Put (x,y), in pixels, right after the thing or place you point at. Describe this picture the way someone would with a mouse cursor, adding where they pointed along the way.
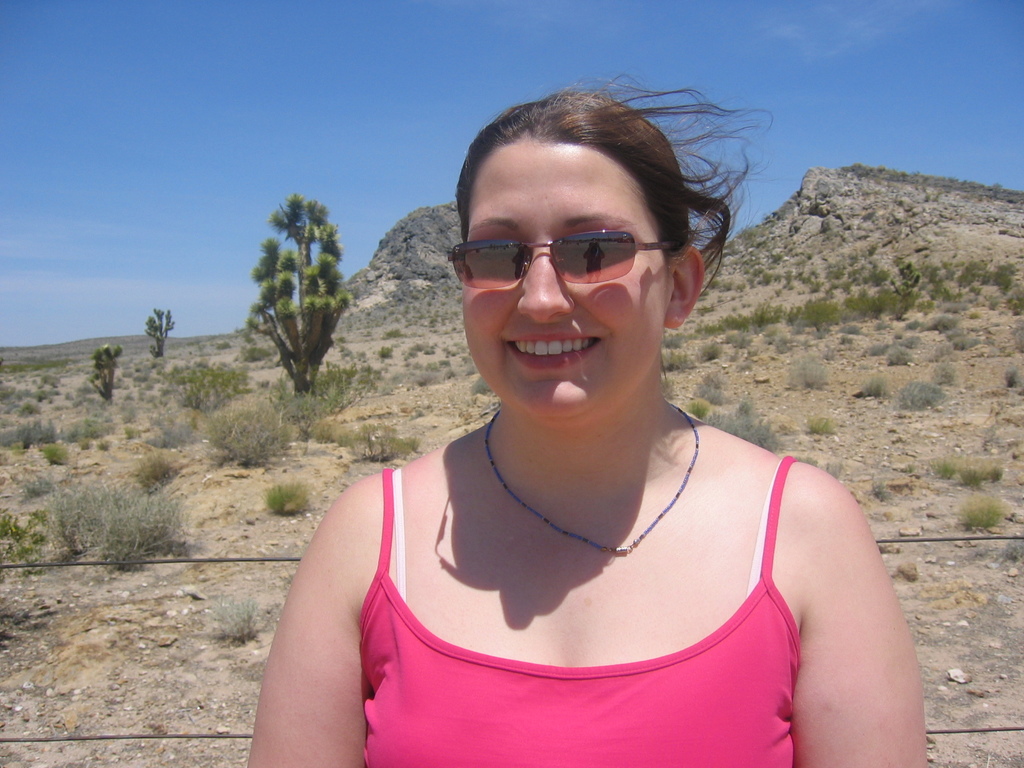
In the picture I can see a woman (724,438) and there is a smile on her face (637,367). I can see a chain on her neck (540,450) and goggles (594,271) on her eyes (600,240). It is looking like a metal wire fencing (186,736). In the background (280,216), I can see the hills (453,325) and trees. I can see the stones (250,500) on the ground (210,505). There are clouds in the sky (117,229).
